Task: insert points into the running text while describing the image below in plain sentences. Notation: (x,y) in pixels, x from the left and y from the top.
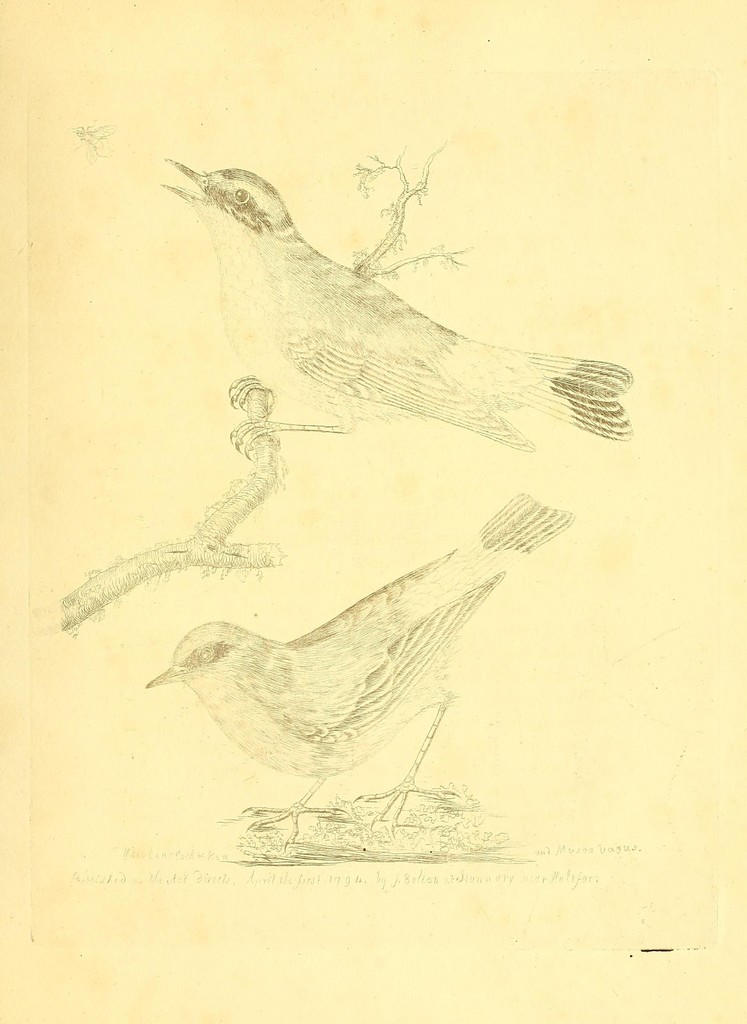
In this picture I can see there is a drawing (322,315) of the birds (373,746) and the bird (410,395) is sitting on the stem (243,548) and there is something written at the bottom of the image (295,883).
